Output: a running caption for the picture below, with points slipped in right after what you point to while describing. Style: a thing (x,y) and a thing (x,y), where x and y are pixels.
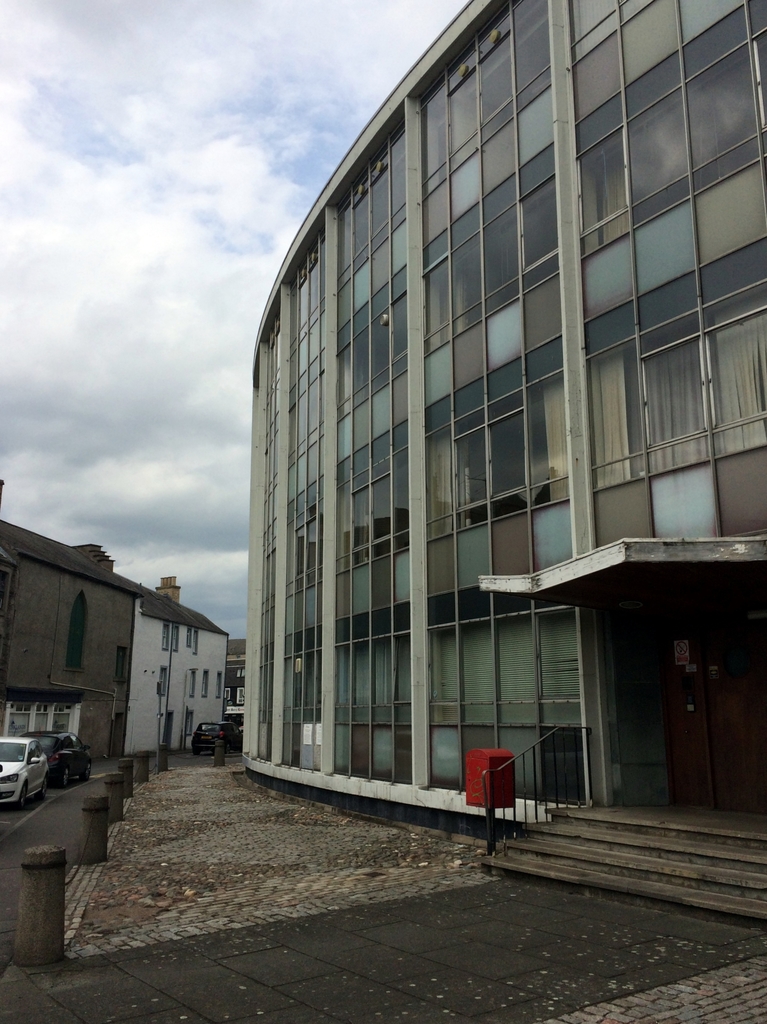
This image is taken outdoors. At the top of the image (198,250) there is the sky (120,490) with clouds (93,232). At the bottom of the image (363,981) there is a floor (305,950). On the left side of the image (150,650) there are a few buildings (176,660) with walls (177,703), windows (195,678), doors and roofs (107,575). Three cars (41,772) are parked on the road (56,805). On the right side of the image (552,488) there is a building (445,692). There is a railing (535,784). There is a letter box (497,778) and there are a few stairs (645,840).
